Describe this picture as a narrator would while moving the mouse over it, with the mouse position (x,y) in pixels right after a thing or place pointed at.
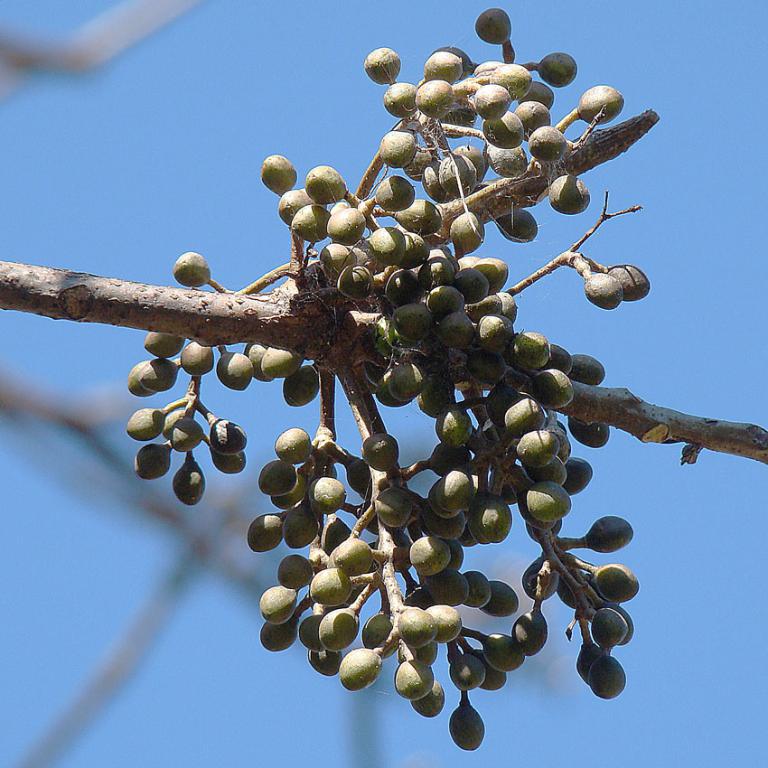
This picture is clicked outside. In the center (463,342) we can see some food items (446,292) seems to be the fruits (406,307) hanging on the branch (168,321) of a tree (305,326). In the background (220,166) we can see the sky (227,115) and some other objects (176,587).
